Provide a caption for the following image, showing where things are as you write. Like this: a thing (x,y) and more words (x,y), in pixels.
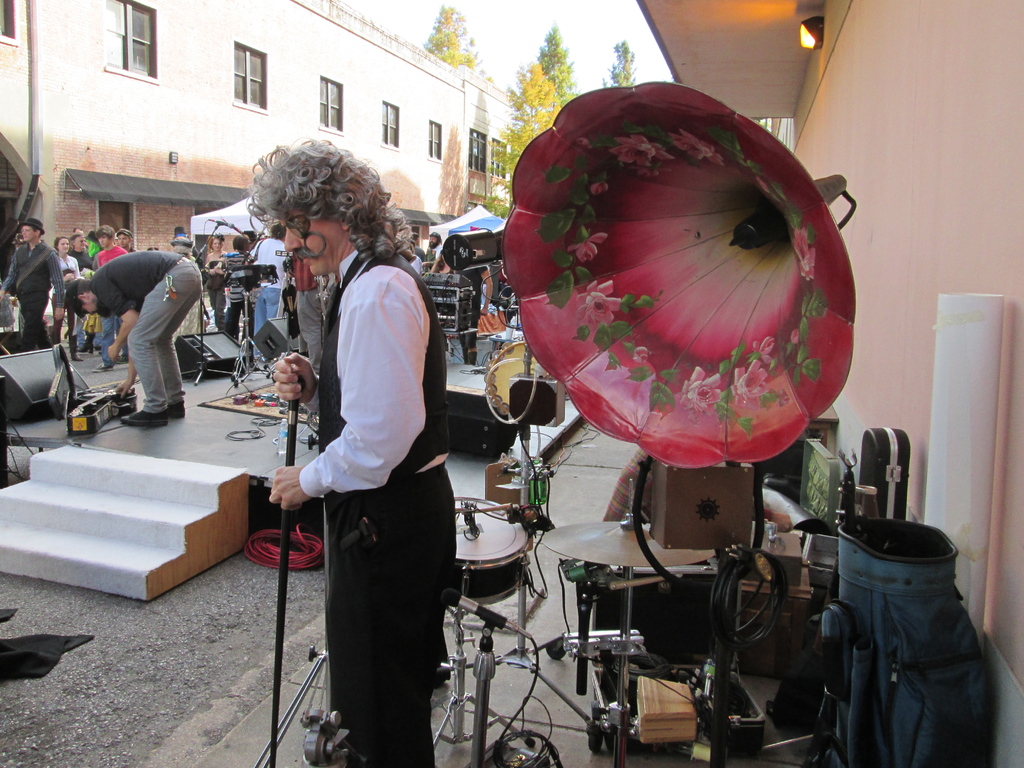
There is a person (372,501) standing and holding a black color stick (287,527) in his hand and there are few musical instruments (656,515) beside him and there are few other persons (171,276) and some other objects (494,249), trees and a building (407,90) in the background (139,210).
